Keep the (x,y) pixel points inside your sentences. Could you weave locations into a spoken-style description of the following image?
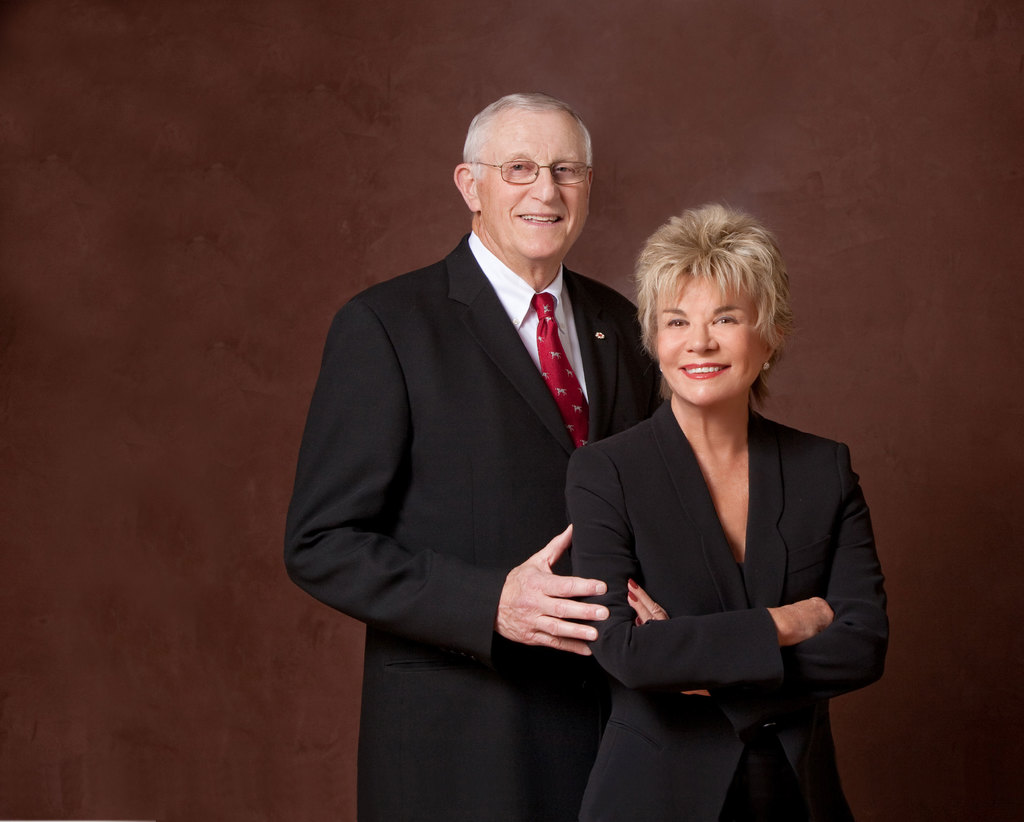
In this image I can see two people (406,290) are standing and I can see both of them are wearing formal dress (665,471). I can also see he is wearing specs (568,166) and I can see smile (543,225) on their faces (543,257). I can also see brown colour in background (195,254).
